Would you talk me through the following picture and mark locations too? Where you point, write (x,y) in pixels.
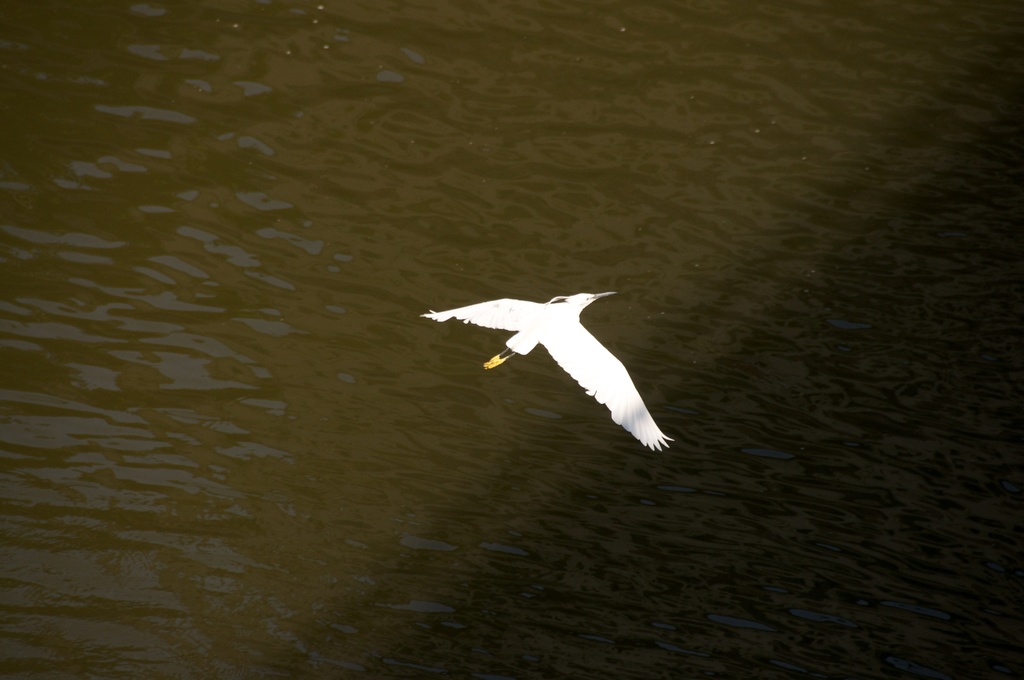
In the image we can see a bird (516,324), white in color and the bird (559,360) is flying. This is a water (465,378).
